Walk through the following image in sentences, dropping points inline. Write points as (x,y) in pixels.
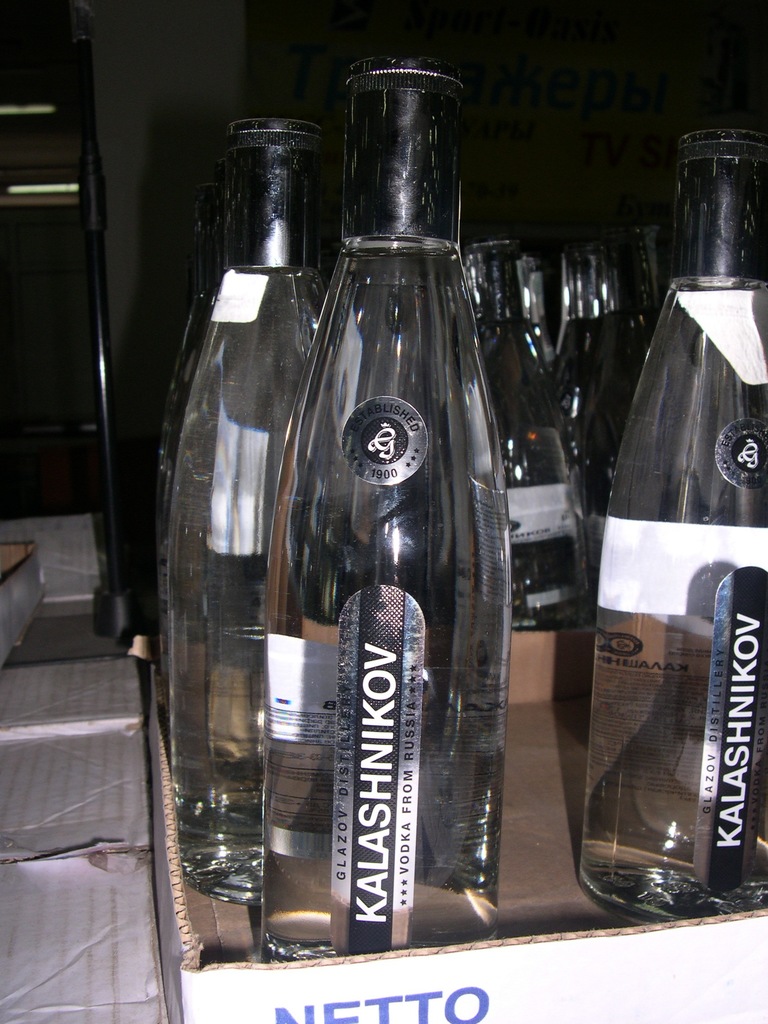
As we can see in the image, there are few bottles (436,449).
